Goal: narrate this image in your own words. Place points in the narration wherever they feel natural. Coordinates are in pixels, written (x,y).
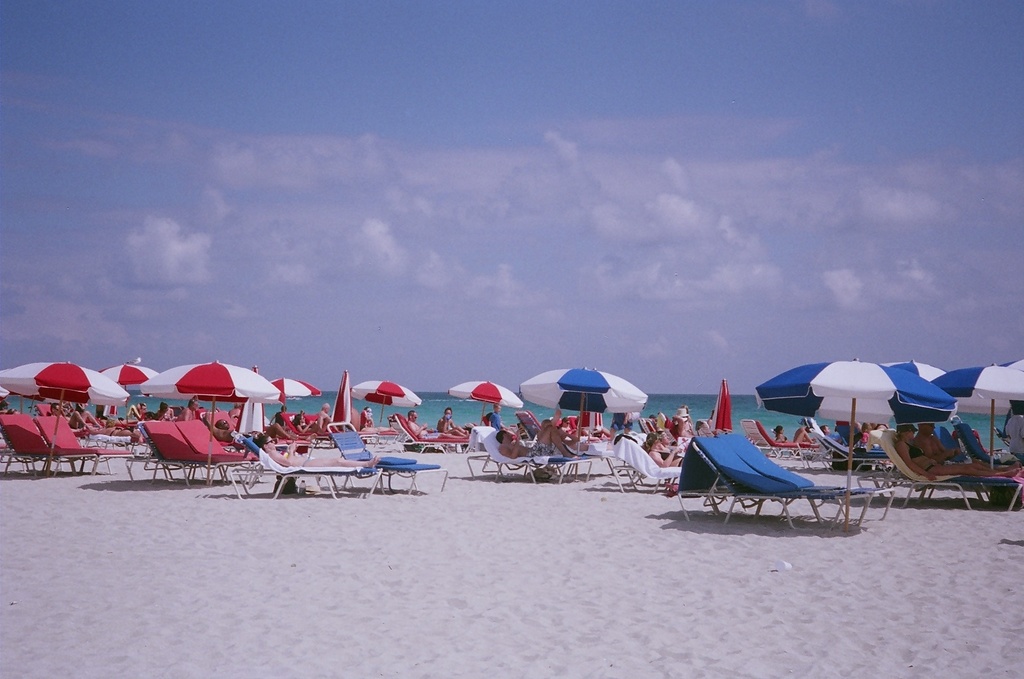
In this image we can see few chairs (632,436) and people (451,421) on the chairs (723,452), there are umbrellas (825,394) on the beach (578,509) and there is a sky (643,389) with clouds (526,190) on the top (637,211).
